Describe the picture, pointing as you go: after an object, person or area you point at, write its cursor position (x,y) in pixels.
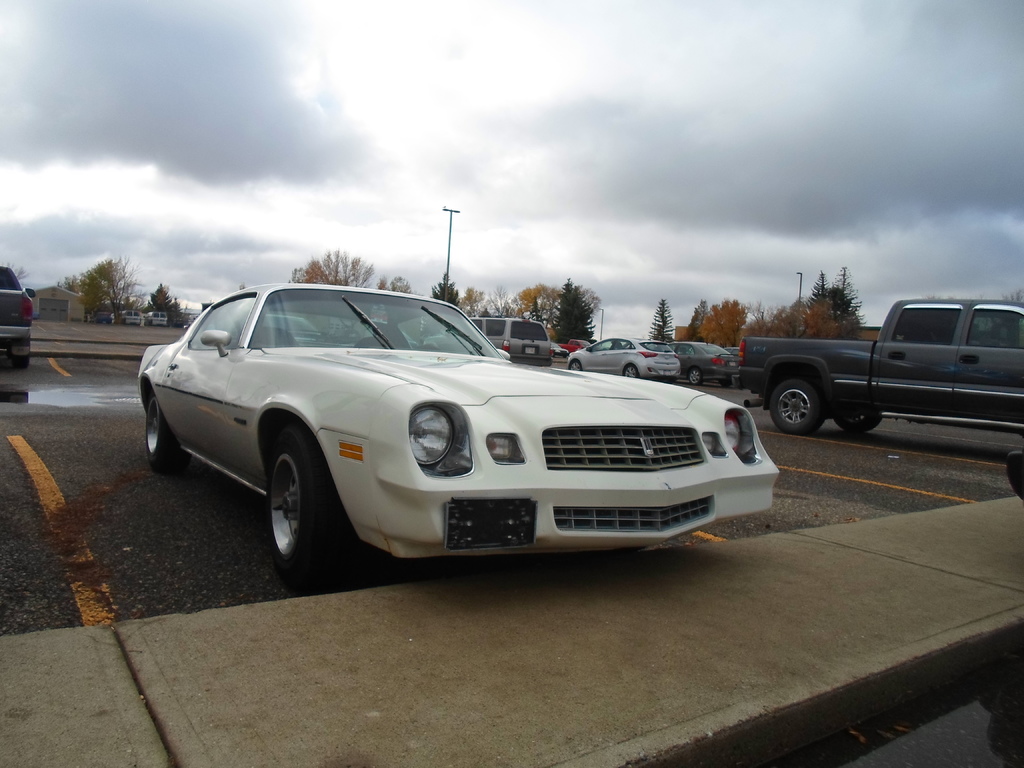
In this image in the center (367,493) there are some cars (308,399) and at the bottom (595,693) there is a road (841,489) and a footpath (785,635), in the background (774,328) there are some trees (107,296), houses (67,320), vehicles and poles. On the top of the image (401,217) there is sky (873,188).
